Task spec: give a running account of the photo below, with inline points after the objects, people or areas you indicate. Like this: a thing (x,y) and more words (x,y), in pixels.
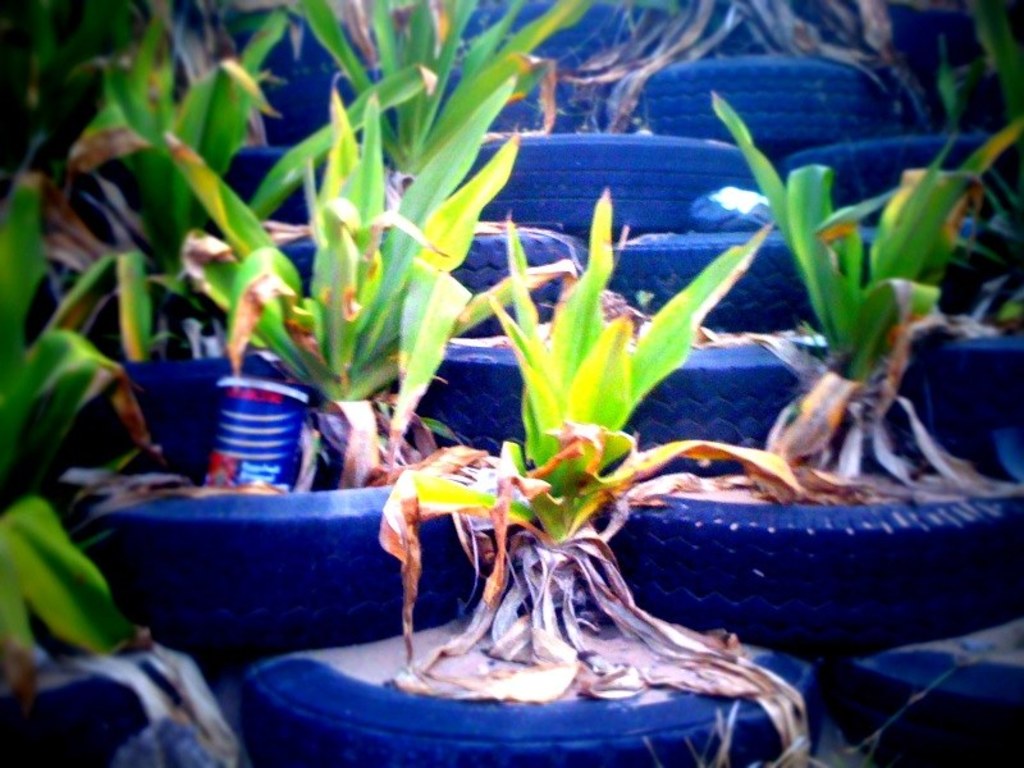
In this image we can see plants (880,380) in a tyres (701,363).
